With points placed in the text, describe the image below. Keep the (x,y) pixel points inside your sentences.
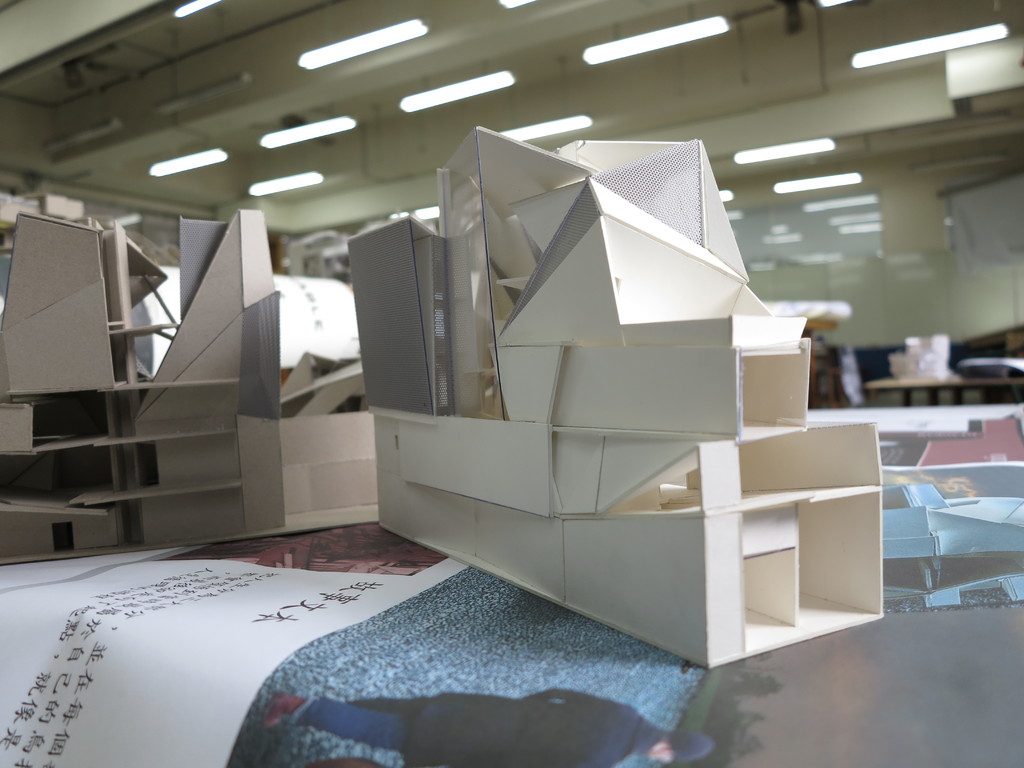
In this image, we can see building models (555,432). There are lights (282,139) hanging from the ceiling (549,104) which is at the top of the image (495,39). There is a paper (250,611) in the bottom left of the image (231,632).
